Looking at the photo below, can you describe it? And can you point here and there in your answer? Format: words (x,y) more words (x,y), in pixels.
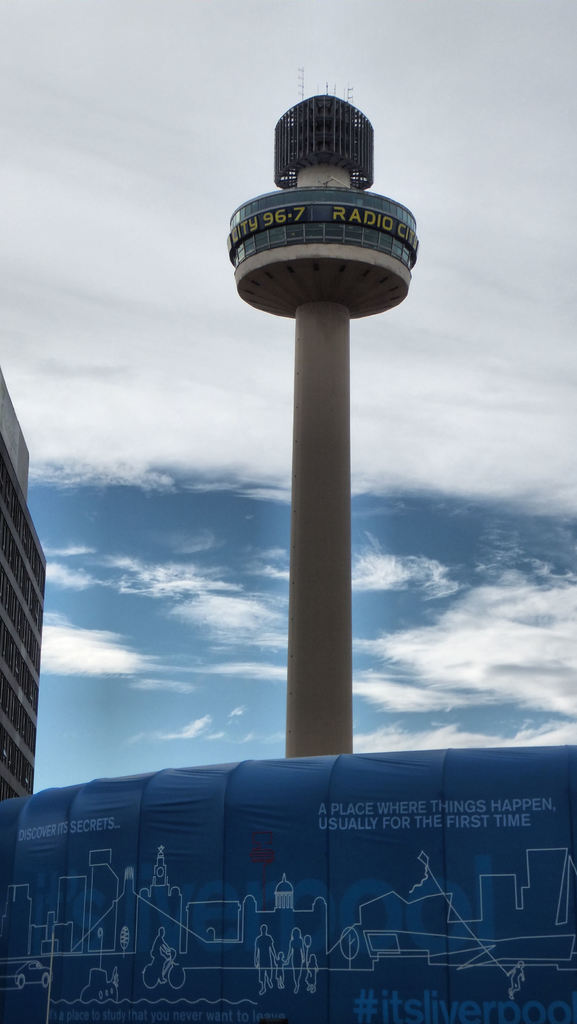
In this picture we can see a tower (305,421). On the left side of the image (13,577), there is a building (23,628). At the bottom of the image (226,895), there is a blue object (232,870) and on the object (232,870), there are some words (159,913) and some design (119,924). Behind the tower (316,598), there is the sky (189,554).
